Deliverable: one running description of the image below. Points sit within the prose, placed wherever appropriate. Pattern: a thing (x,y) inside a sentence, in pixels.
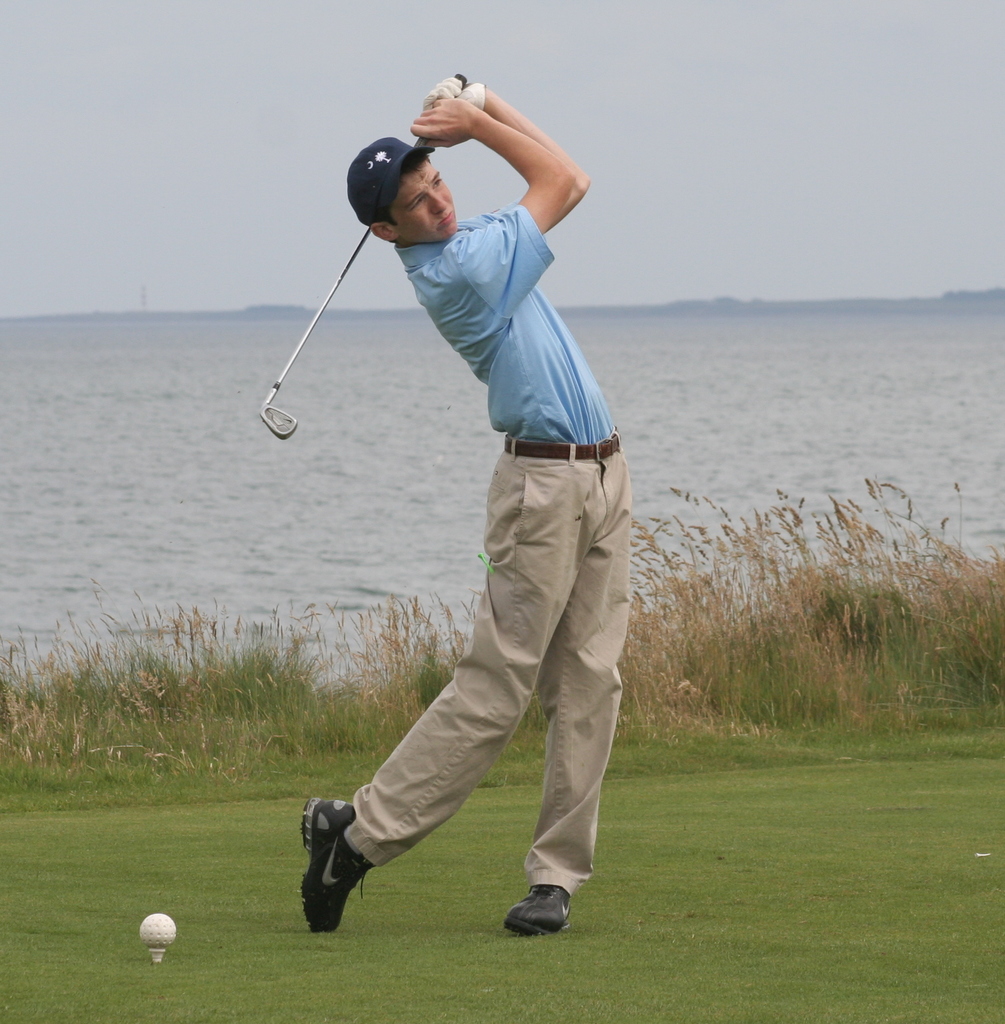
In the foreground (705,746) I can see a person (377,819) is holding a golf stick (285,426) in hand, grass (672,915) and a ball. In the background (269,497) I can see water (329,491), mountains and the sky (242,270). This image is taken may be near the ocean (976,468).
